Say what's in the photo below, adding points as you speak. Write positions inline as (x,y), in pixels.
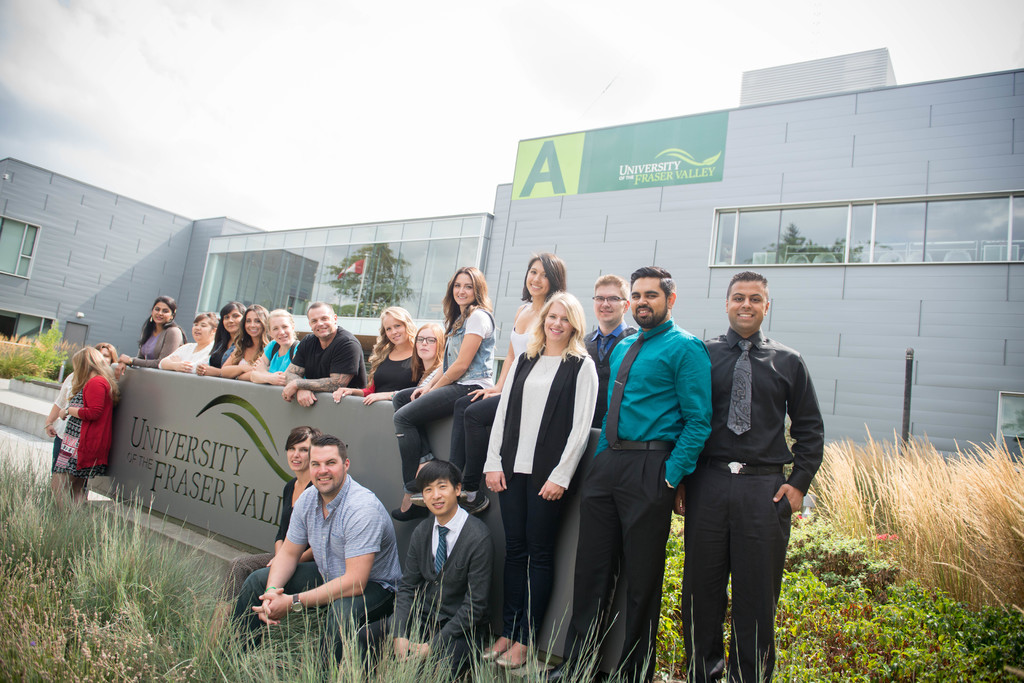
In this image we can see many people (603,430). There are few buildings (435,254) in the image. There is some text (621,172) on the board (627,158). There are many plants (918,653) in the image. We can see the clouds (442,133) in the sky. We can see the reflection (394,281) of trees (380,272) and buildings (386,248) on the glasses (393,254).
